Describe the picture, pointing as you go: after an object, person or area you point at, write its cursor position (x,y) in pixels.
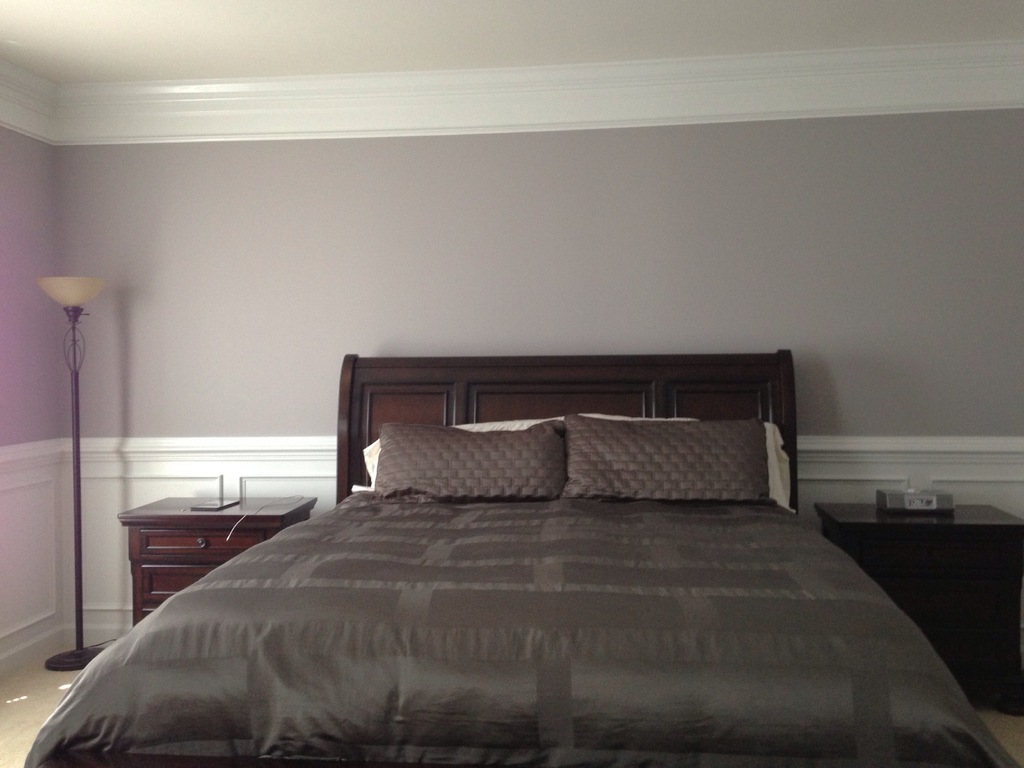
This is a picture taken in a bedroom (527,584). This is a bed (459,591) on top of the bed (504,559) there are pillows (536,475) and bed sheet (448,605). To the left (204,542) and right side of the bed (535,527) there are the drawers (908,552). Background of the bed (531,503) is a wall (539,329).
